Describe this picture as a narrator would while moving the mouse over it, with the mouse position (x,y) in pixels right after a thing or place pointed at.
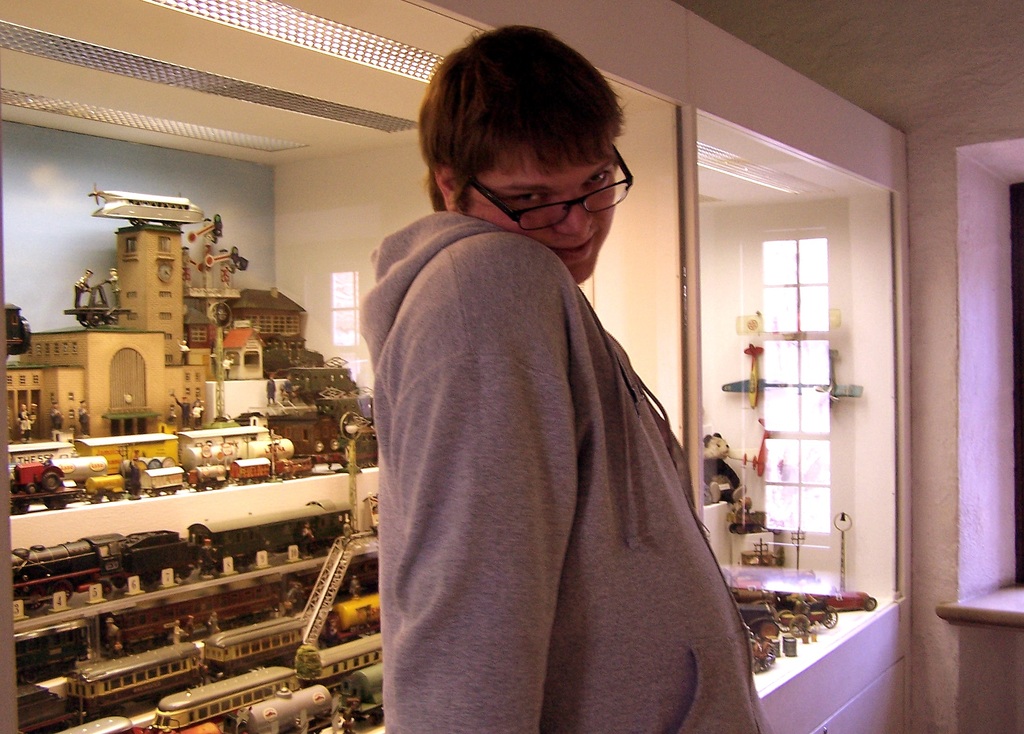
In this picture we can see a person (628,483), he is wearing a spectacles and in the background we can see some toys (260,527), wall (660,366).
